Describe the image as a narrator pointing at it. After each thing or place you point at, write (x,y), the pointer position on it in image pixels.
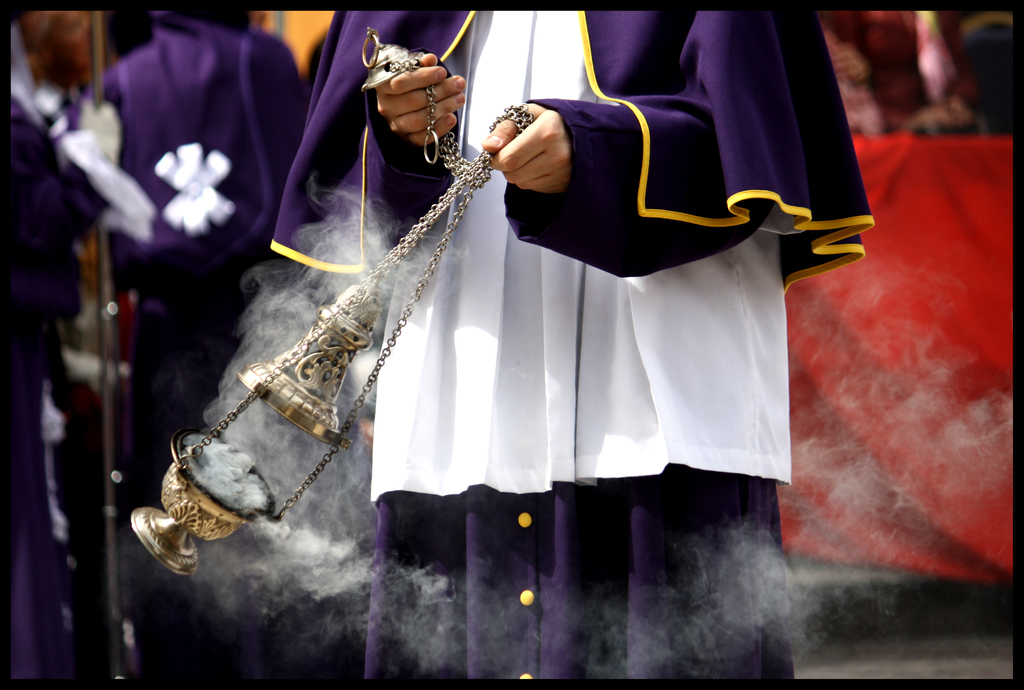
In this image I can see a person (550,263) holding a censer (326,351) in the hands (509,146). On the right side (893,433) there is a red color cloth (882,360). In the background (113,216), I can see some more people (226,129).
